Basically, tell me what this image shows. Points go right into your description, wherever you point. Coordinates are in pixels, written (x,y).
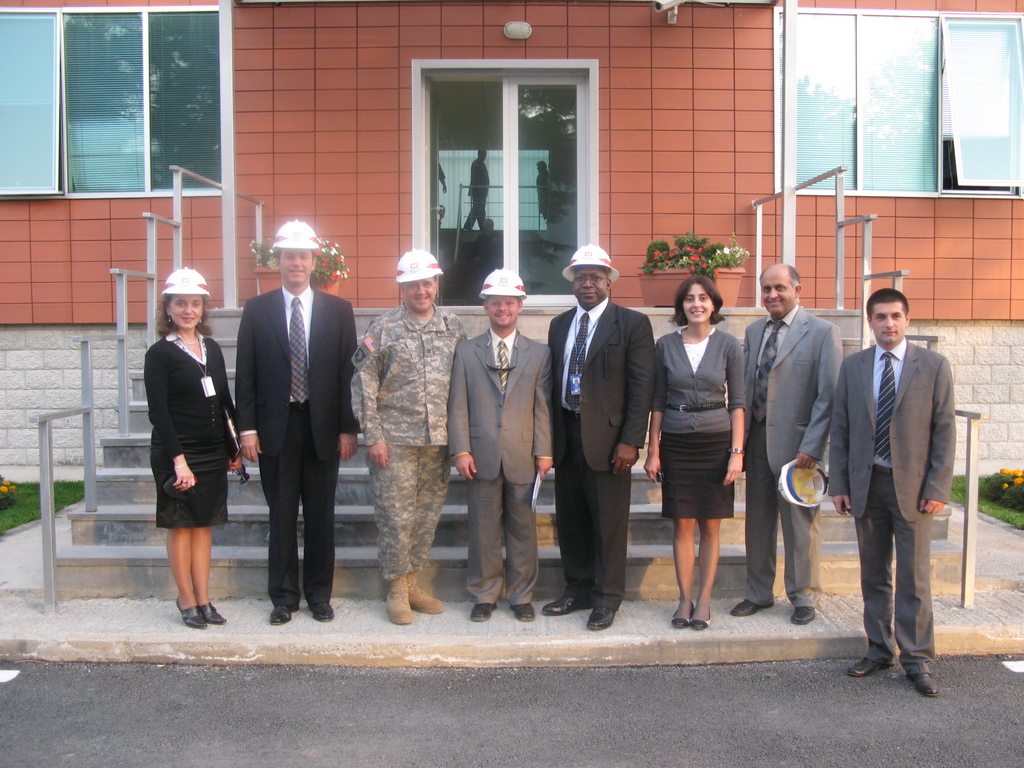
In this image in the center (435,414) there are some persons (435,446) standing, and some of them are wearing helmets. And in the background (475,101) there is a building (401,144), glass doors (519,259), windows (93,112), railing (256,210) and staircase (449,523). At the bottom (438,685) there is road (582,685), and on the right side (989,487) and left side (7,503) there is grass (26,503) and some flowers (1023,484) and in the center (678,276) there are flower pots (678,271) and plants (692,242). Through the glass doors (531,166) we could see a reflection (476,193) of some persons (472,207) and a railing (487,186).
